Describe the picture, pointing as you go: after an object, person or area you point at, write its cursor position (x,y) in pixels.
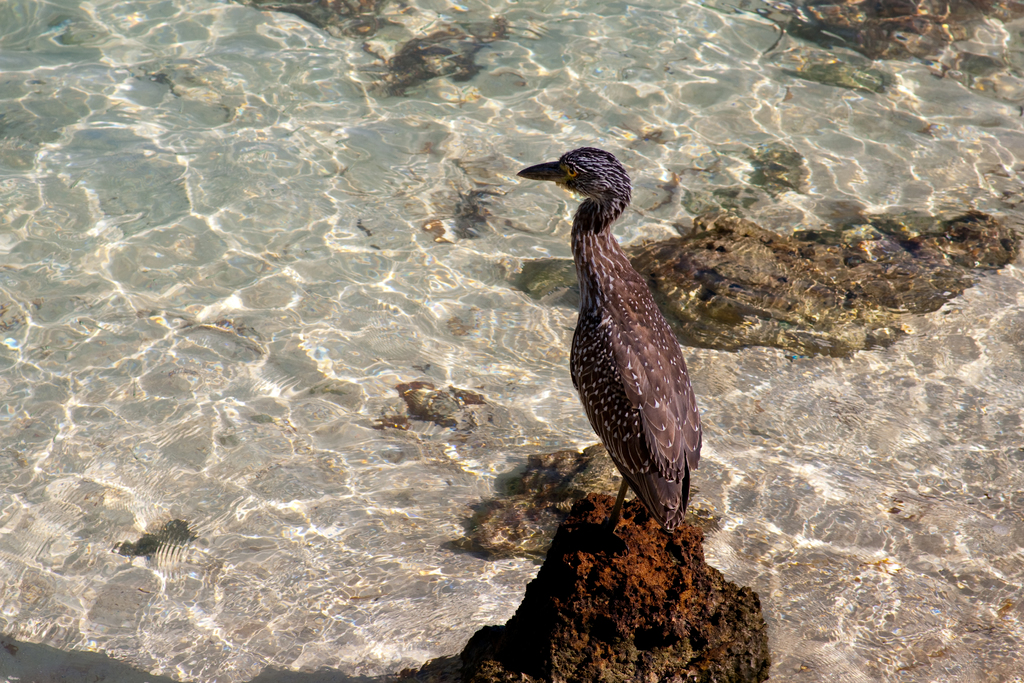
In this picture we can see a bird (619,507), rocks (619,520) and water (371,242).
